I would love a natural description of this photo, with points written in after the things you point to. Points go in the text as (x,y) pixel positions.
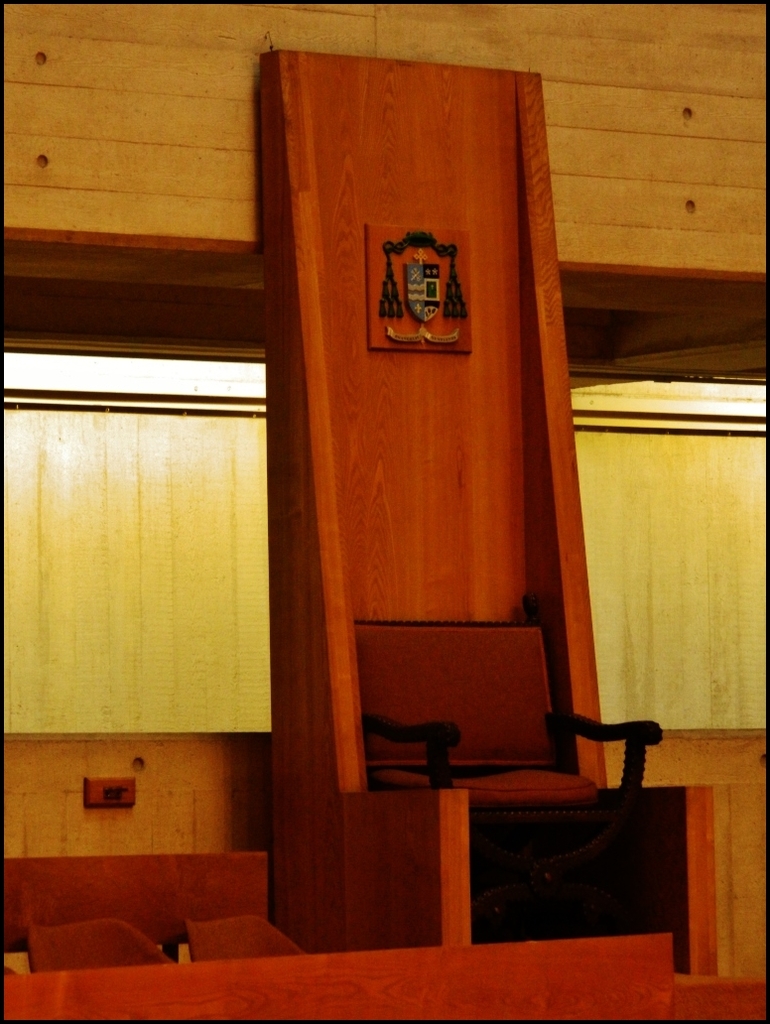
In this image I can see a chair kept on wooden stand (432,837) and background (114,116) I can see the wooden wall (114,194) and there is another chair (44,952) visible on the left side (57,950).
